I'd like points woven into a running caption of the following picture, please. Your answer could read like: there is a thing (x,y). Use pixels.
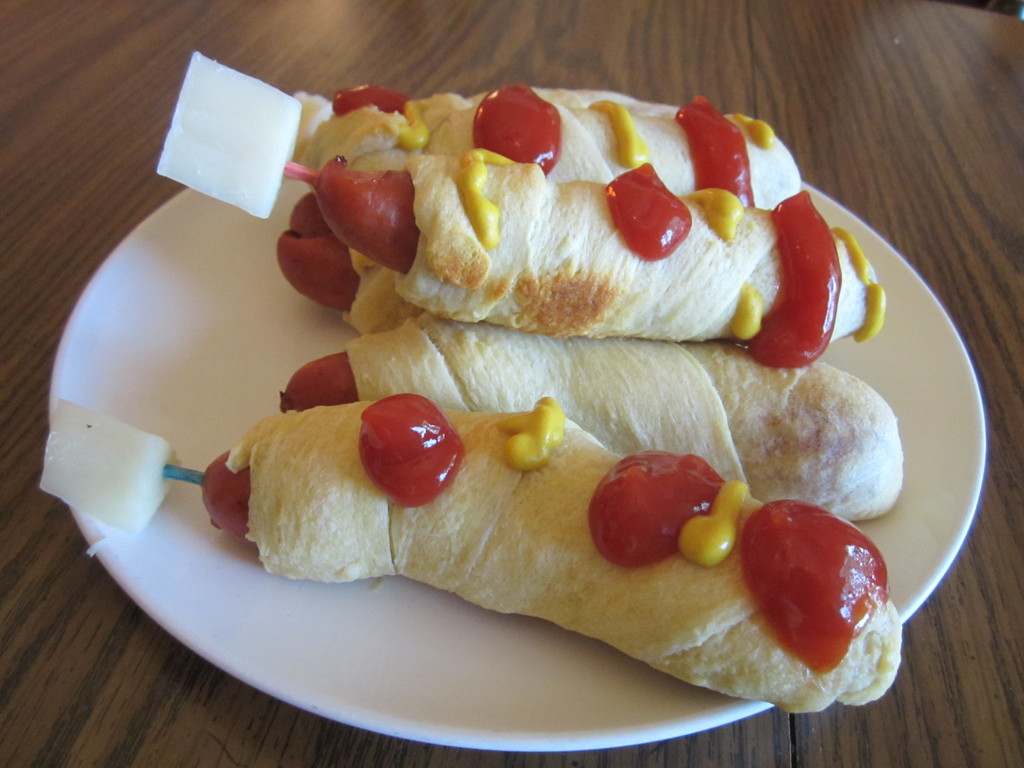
In this picture I can see some food item (478,310) kept in a plate (345,608) and placed on the wooden surface (92,707).
